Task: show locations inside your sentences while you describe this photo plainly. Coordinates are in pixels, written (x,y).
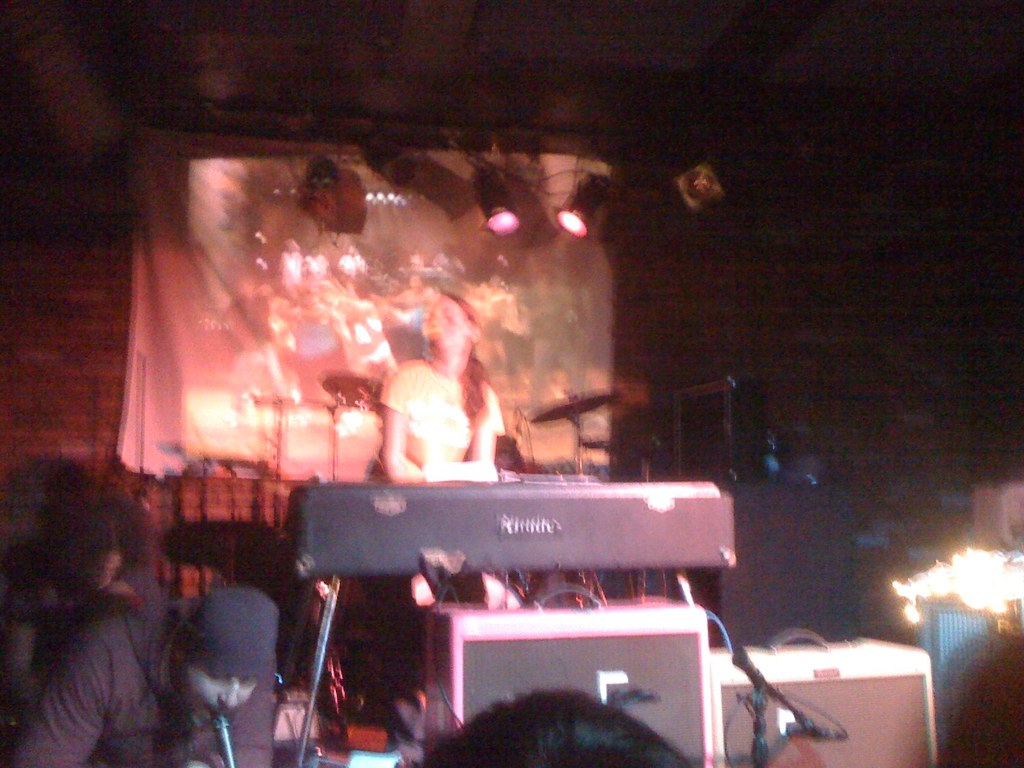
In this image, in the middle (439,404), we can see a woman (490,393) is in front of a keyboard (416,561). On the left side (216,636), we can see a man (218,654) playing a musical instrument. In the background (506,395), we can see some speakers (658,634), electronic instrument (899,653), musical instrument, electric wires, screen (547,377). At the top (510,159), we can see a roof (702,71) with few lights (487,182), at the bottom (500,732), we can see hair (497,738) of a person (501,721).
